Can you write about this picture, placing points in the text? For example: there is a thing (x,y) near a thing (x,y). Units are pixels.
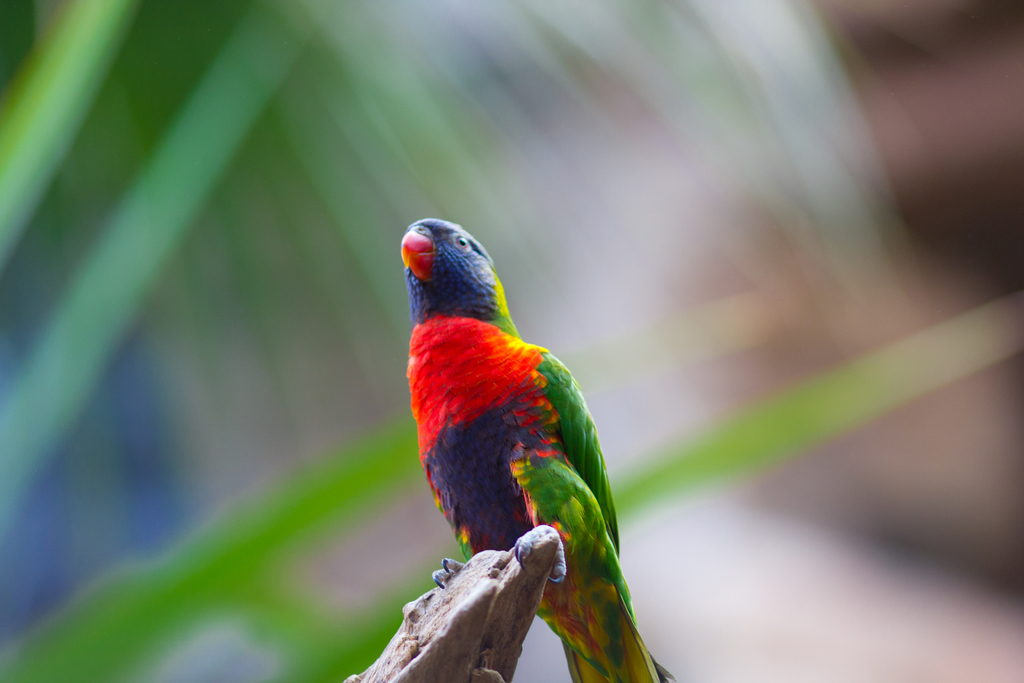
In this picture, we can see a bird (455,514) on an object (449,586), we can see the blurred background (381,475).
